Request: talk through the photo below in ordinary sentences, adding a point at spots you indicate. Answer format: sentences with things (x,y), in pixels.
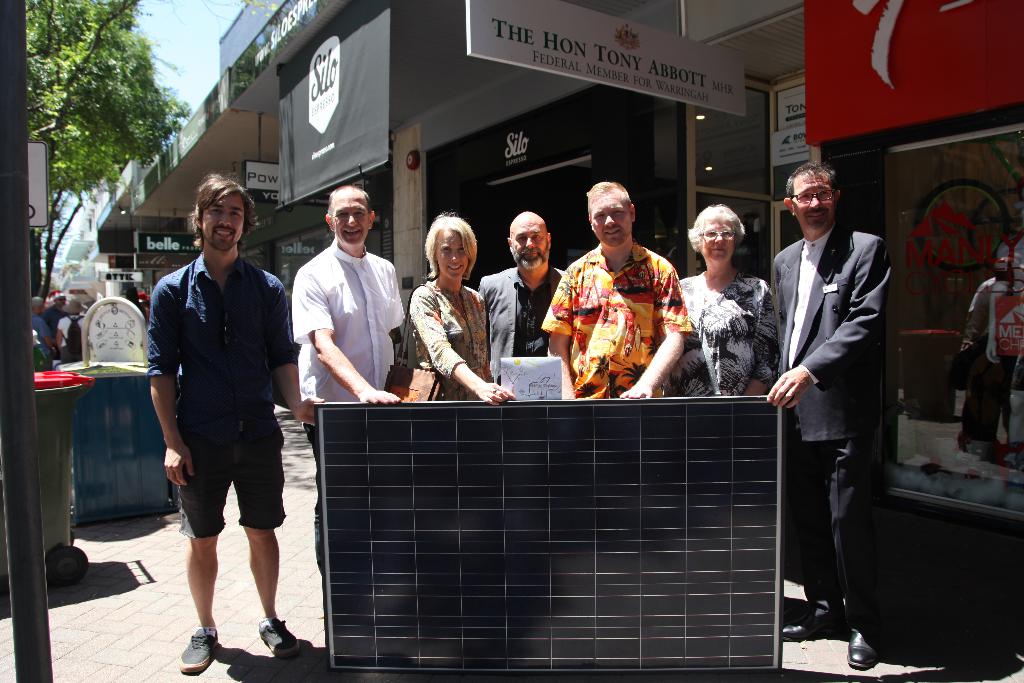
In this picture we can see a group of people (695,391) standing and holding a solar panel (518,441) with their hands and smiling, bin (62,524), buildings (229,171), banners (362,82), trees (131,58) and in the background (85,301) we can see some people (50,333), sky (173,45).
